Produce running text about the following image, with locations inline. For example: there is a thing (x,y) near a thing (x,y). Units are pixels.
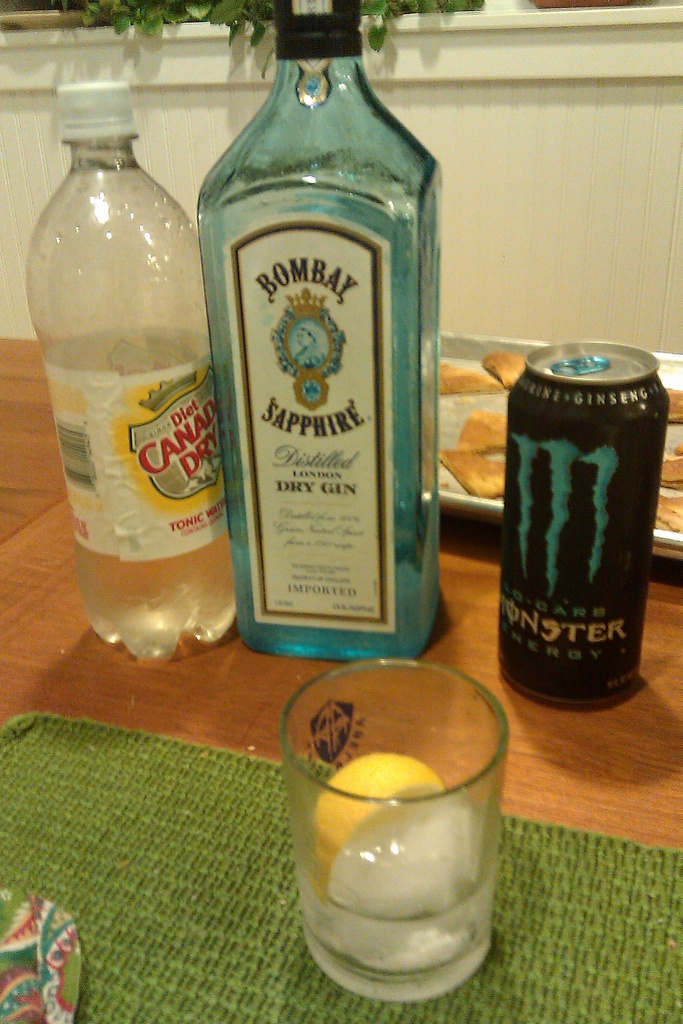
In this image i can see a glass bottle (346,245), a plastic bottle (222,545), a tin (532,471) and a glass (377,728) in which there is a ice (399,830) and a lemon (385,789). In the background (483,419) i can see a tray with biscuits (471,447) in it, the wall (506,104) and few plants (90,15).
